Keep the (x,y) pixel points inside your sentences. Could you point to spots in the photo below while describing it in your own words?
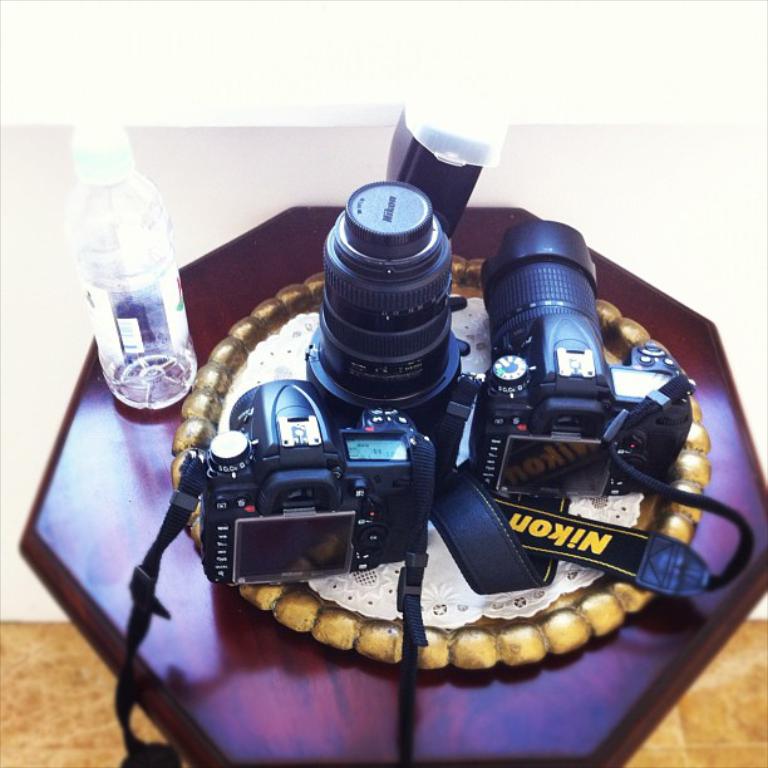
The picture is taken on table (255,279). On table (250,282) we can see a bottle (162,299), camera (338,425) and plate (562,623), cloth (466,595). In background (294,181) there is a white color wall (288,174).
